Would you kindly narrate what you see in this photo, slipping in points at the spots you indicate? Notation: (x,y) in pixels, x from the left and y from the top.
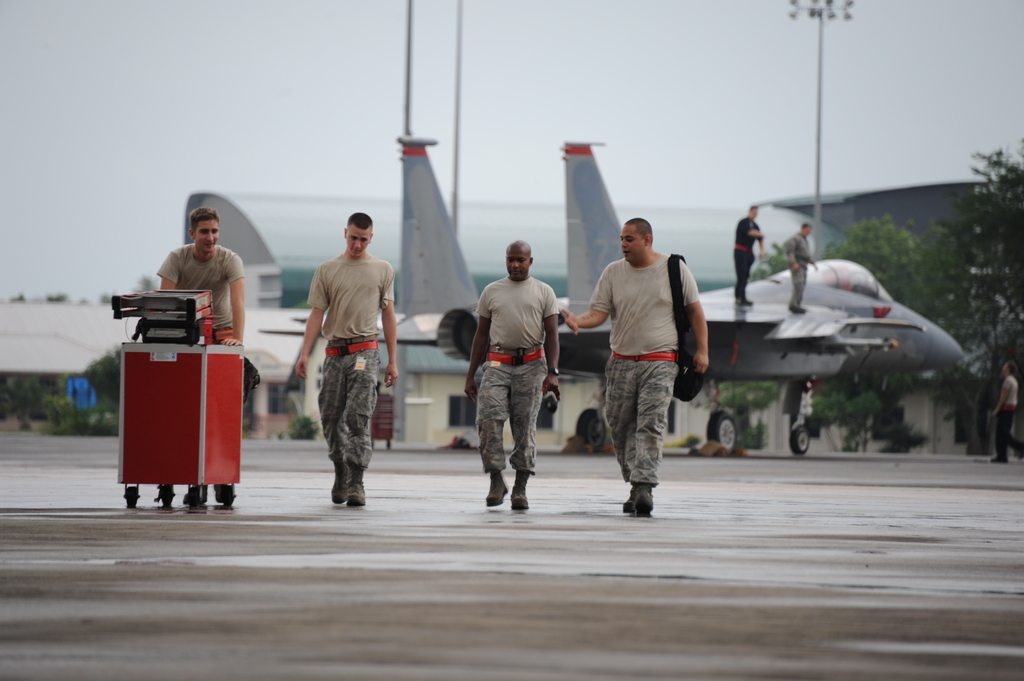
In this picture there are three persons (524,354) walking and there is a person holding the trolley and he is walking. At the back (798,247) there are two persons (796,271) standing on the aircraft (891,322). At the back (448,372) there is a building (480,296) and there are poles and trees (988,394). On the right side of the image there is a person (1001,448) walking. At the top (566,47) there is sky (619,52). At the bottom (642,580) there is a road (677,575).
